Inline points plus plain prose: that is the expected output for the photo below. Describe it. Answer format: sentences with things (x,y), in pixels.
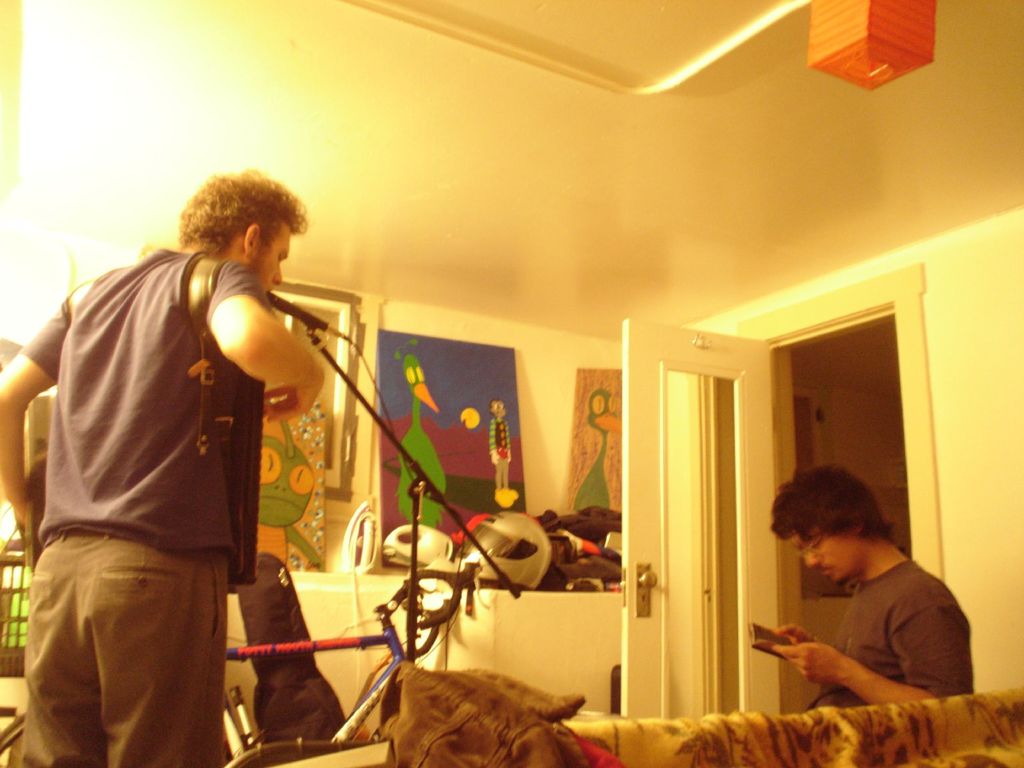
In the image I can see a person (65,660) who is standing in front of the mic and the other person (820,657) who is holding something (774,651) and sitting on the couch (744,726) and also I can see some posters (404,491) to the wall (376,530) and some things (359,560) placed in the desk (374,585).
